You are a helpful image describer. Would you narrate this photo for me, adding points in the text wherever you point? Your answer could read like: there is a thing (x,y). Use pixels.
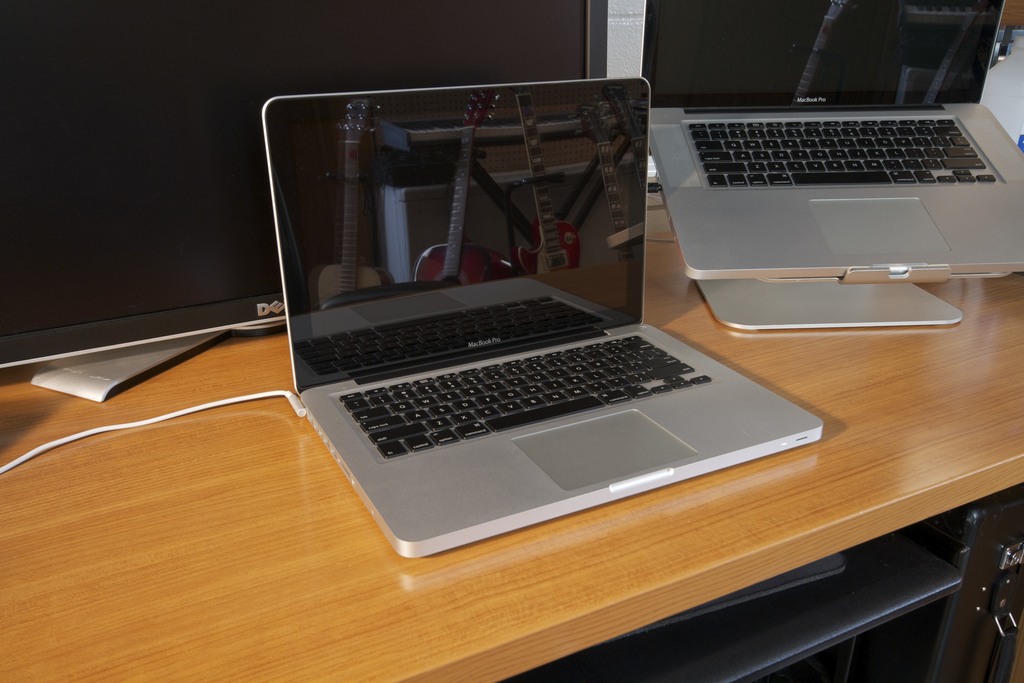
In the image there is a table (239,475). On table (242,511) we can see two laptops (697,400) and a lcd display (170,189).
